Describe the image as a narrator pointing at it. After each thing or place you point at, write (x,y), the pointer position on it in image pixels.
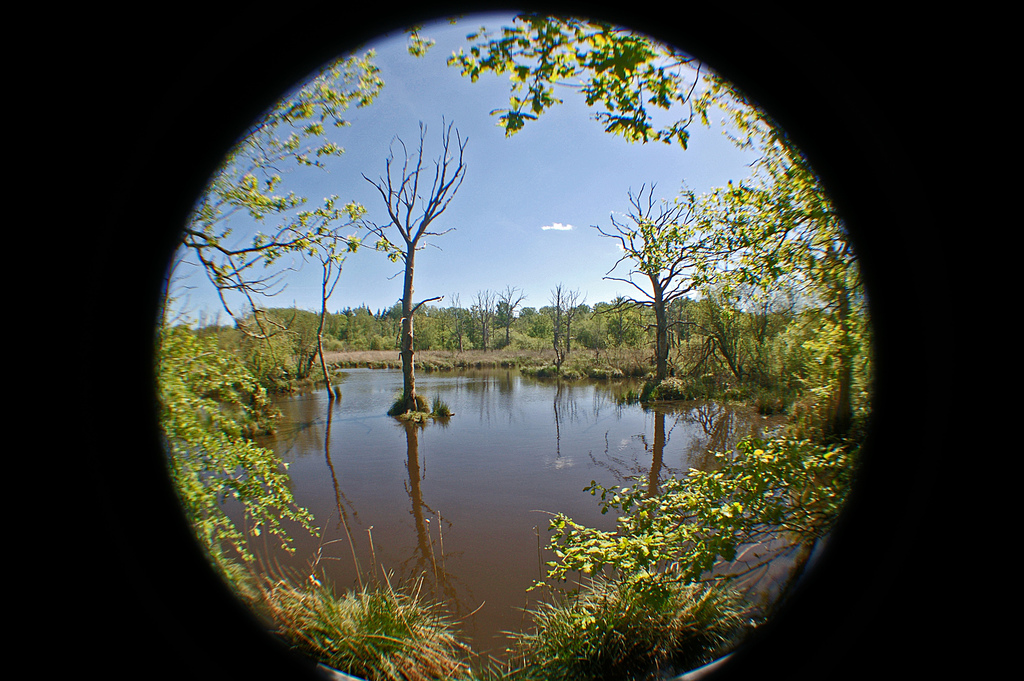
In the image in the center (515,237), we can see the sky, clouds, trees (667,328), plants (290,609) and water (657,425). And we can see the black color, border (42,325) around the image.
